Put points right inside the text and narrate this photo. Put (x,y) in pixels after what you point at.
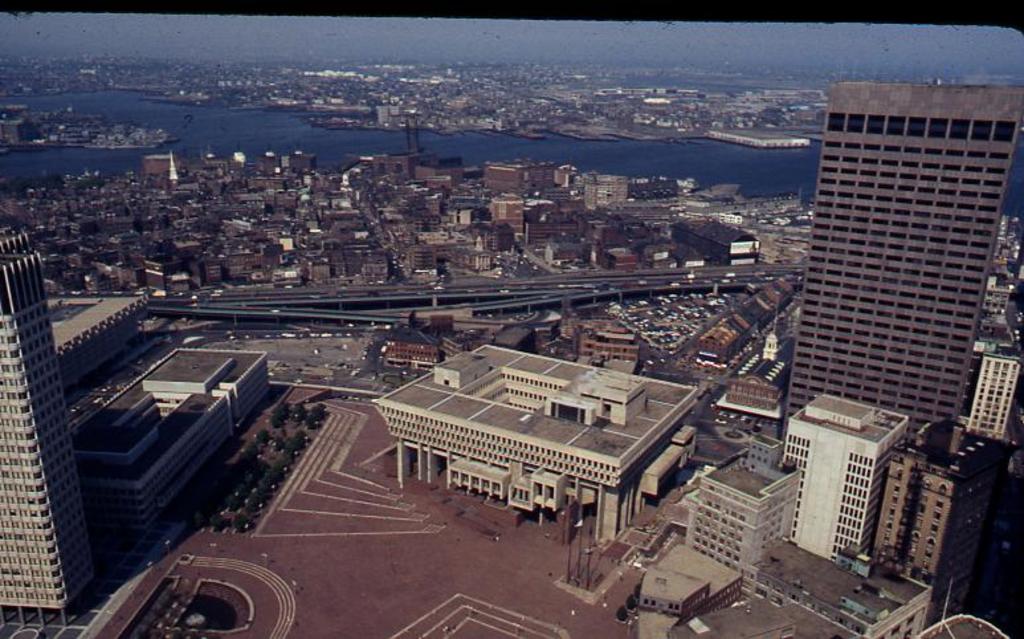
This image is an aerial view of buildings (469,387), bridge (726,272), river (691,157), vehicles (711,366), trees (233,495) and sky (427,36).
